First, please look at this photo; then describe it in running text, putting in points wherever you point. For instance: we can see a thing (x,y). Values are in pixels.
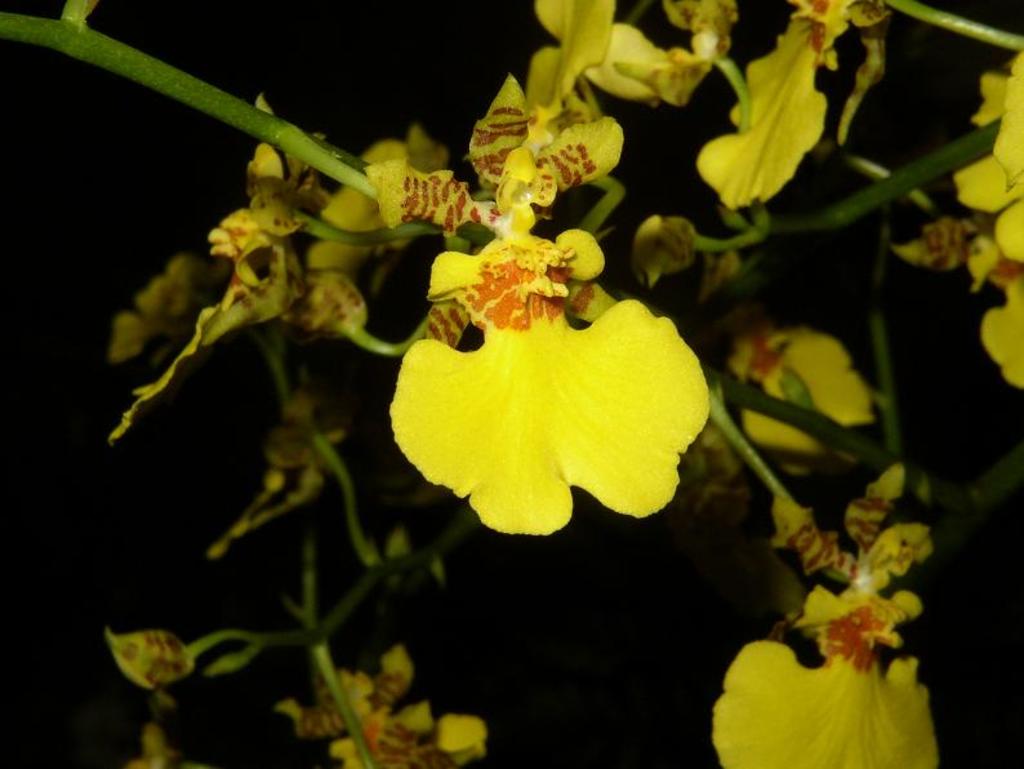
As we can see in the image there is a plant (860,434) and yellow color flowers (330,267).
